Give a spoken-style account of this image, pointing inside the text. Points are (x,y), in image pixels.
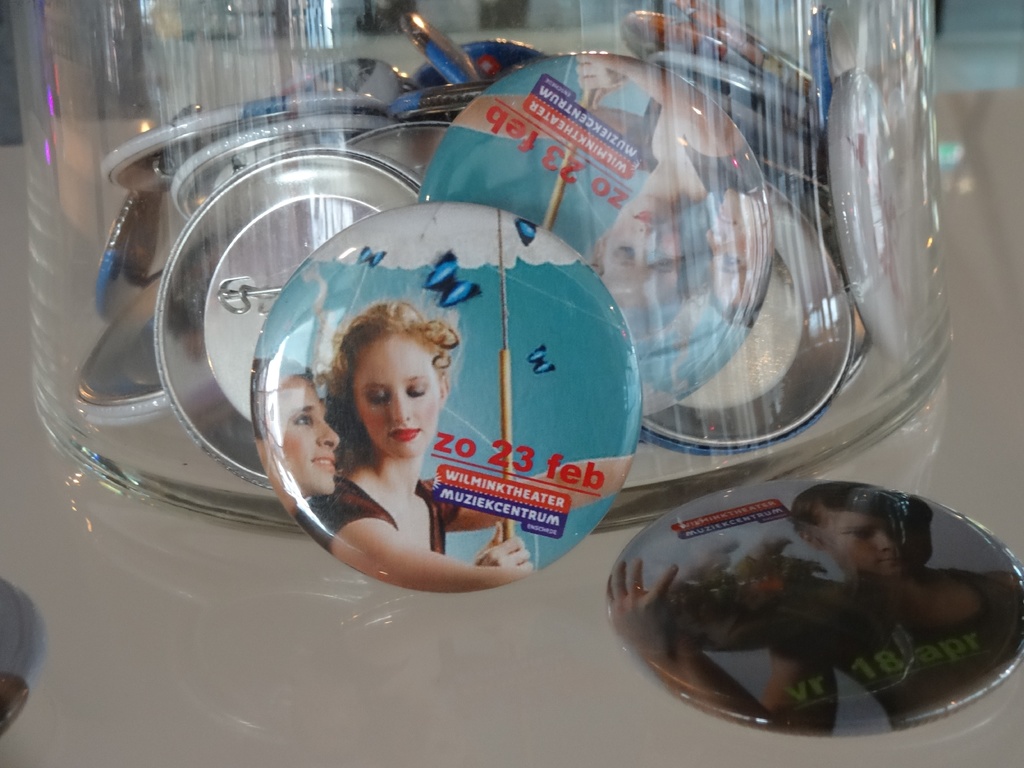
In this image, we can see a glass (541,59), in the glass (615,48), we can see some badges (654,203), on the badge (458,311), we can see pictures (367,333) of people (387,436) and some text (559,497) written on the badge (502,526). On the right side of the image (974,539), we can see pictures (981,579) of an image (809,633) on the badge (663,613). On the left side (20,607), we can also see one edge (31,600) of a badge (31,600).
